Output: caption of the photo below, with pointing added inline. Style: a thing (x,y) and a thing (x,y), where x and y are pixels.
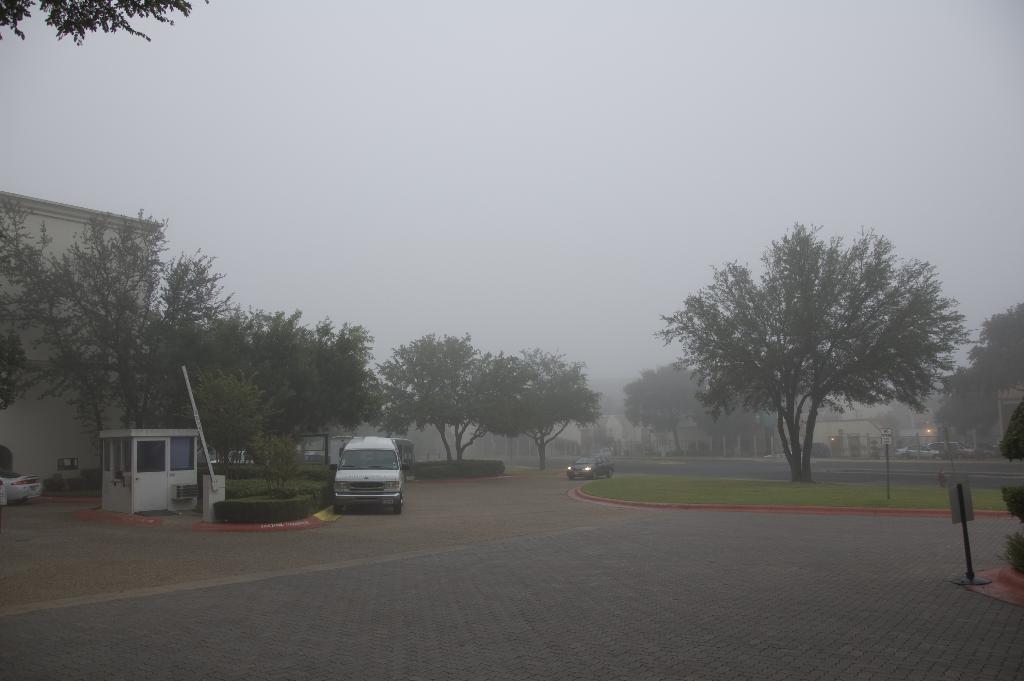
In this picture we can see houses (166,439), trees (690,393), plants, objects (212,492) and grass (765,481). We can see vehicles (579,479) on the road (526,584). Background (912,232) portion of the picture is blurred. We can see the sky (870,106) and lights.
